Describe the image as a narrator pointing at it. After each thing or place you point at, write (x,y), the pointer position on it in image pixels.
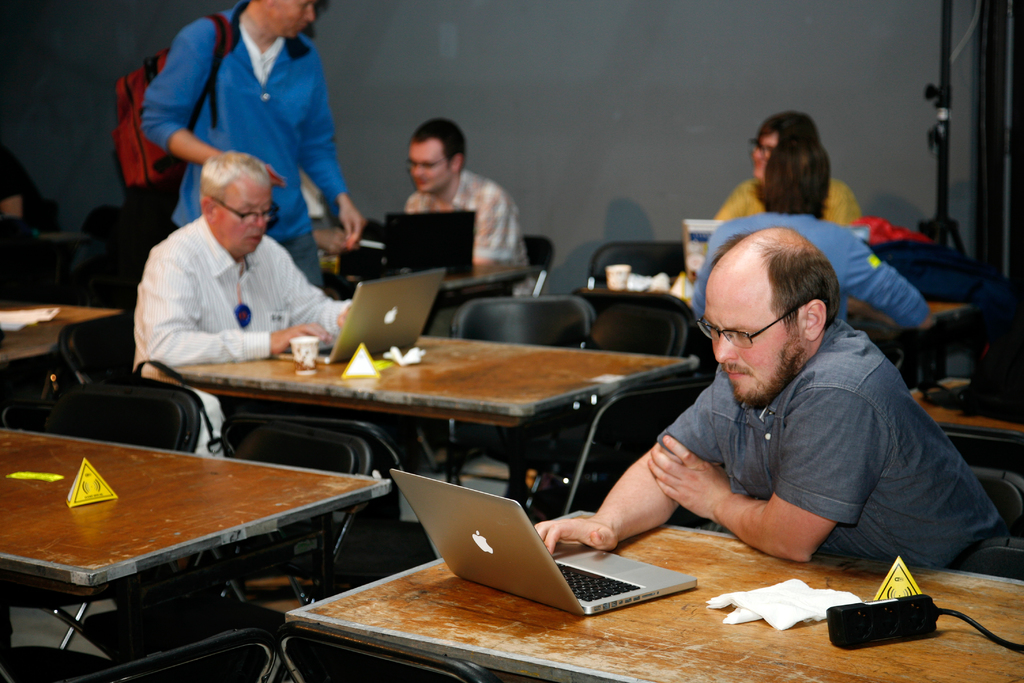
In this picture, we can see a few people (337,313) sitting, and we can see a person (281,211) standing and carrying his bag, we can see tables (507,618) and some objects (601,586) on table (949,603) like laptops (356,339), tissues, and we can see chairs (125,423), wall (926,138) and some object (937,132) in the top right corner of the picture (946,121).
